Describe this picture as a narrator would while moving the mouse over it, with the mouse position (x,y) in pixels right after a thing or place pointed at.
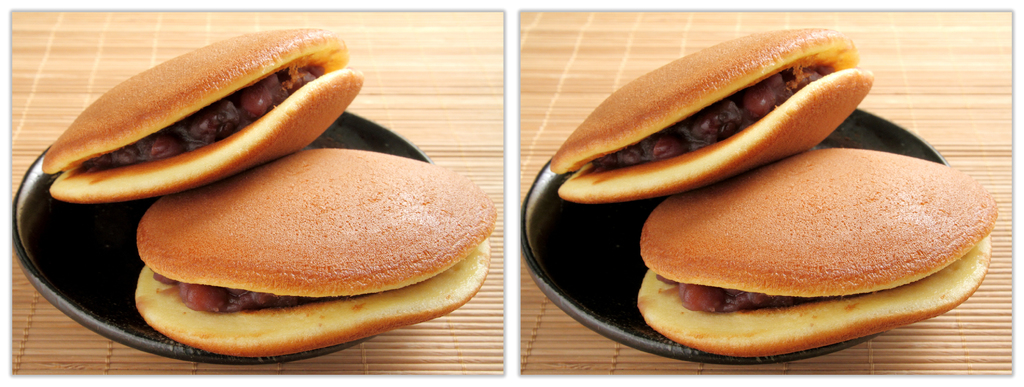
In the foreground of this collage image, there are few confections (311,194) on a black platter (97,272) on the wooden surface (60,346).
